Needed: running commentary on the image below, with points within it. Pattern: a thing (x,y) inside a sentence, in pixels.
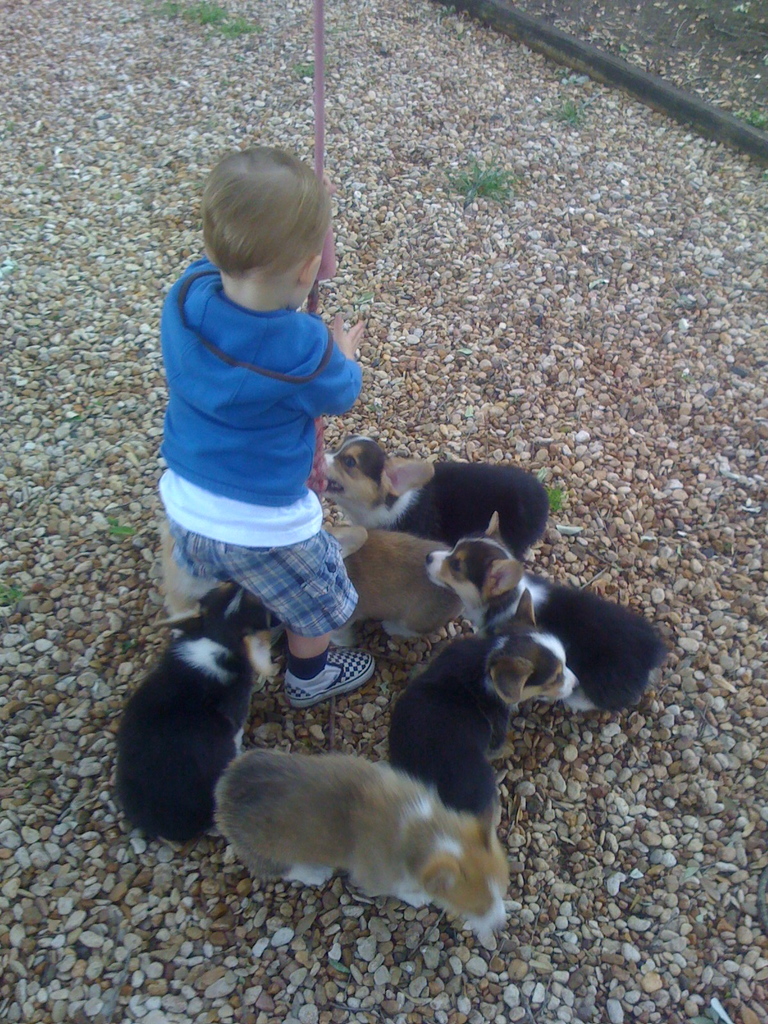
Here I can see a boy (253,460) wearing blue color t-shirt (254,405), short (266,551) and playing with puppies (382,573). This boy (316,408) is holding a stick (311,299) in the hands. On the ground (518,327), I can see the stones (569,312).
